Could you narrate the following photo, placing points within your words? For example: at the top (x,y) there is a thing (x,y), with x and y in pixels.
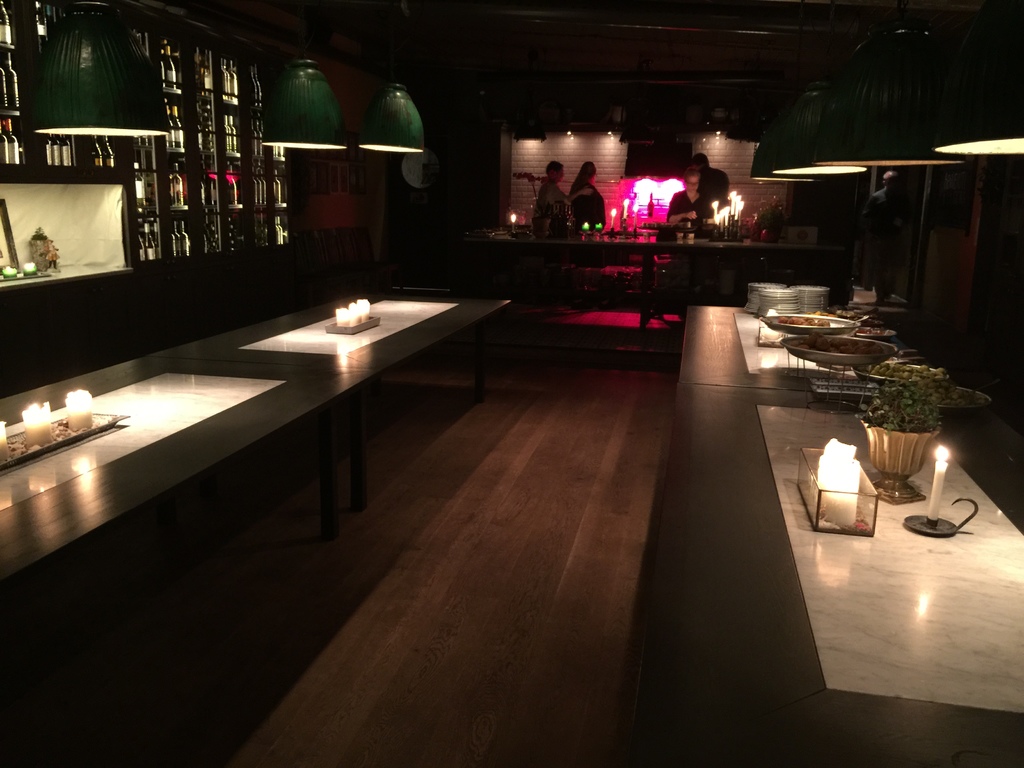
In this picture we can see tables (928,666) and on the tables (180,482) we can see candles (936,503) and flower vase (923,412). The wall (226,206) is decorated with bottles (276,230). Here we can see four persons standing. This is a floor (547,633).
